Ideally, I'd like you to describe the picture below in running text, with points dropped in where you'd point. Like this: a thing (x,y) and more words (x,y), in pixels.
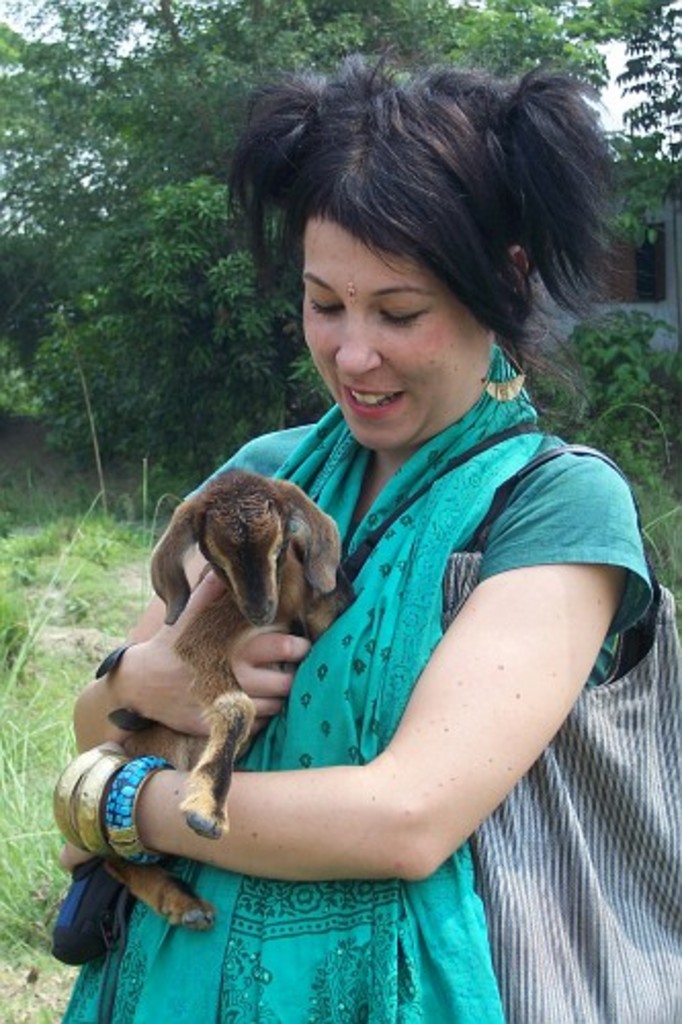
This is the woman (375,653) standing and smiling. She is holding a baby goat (212,771) in her hands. In the background (163,416), I can see the trees (241,376) and the grass (87,549). On the right side of the image (650,294), that looks like a small house (647,280).
